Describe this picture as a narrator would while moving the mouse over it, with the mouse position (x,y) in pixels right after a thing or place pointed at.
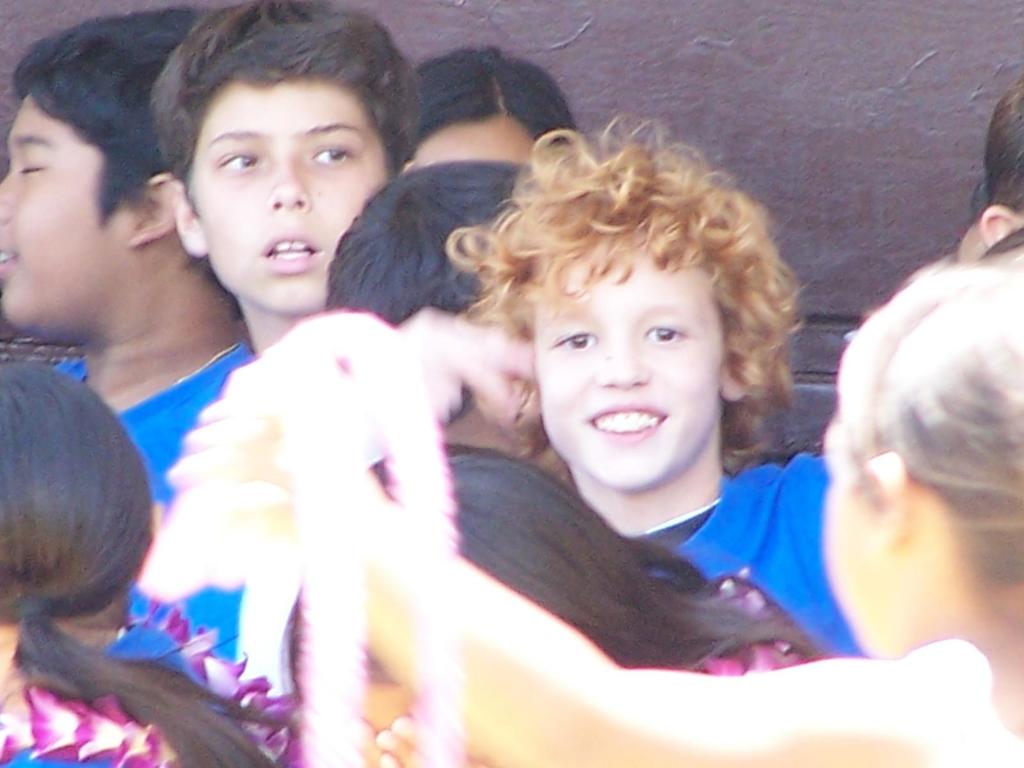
In the foreground of this picture (425,450) we can see the group of people (566,413). In the background (839,87) there is a wall (854,53).
